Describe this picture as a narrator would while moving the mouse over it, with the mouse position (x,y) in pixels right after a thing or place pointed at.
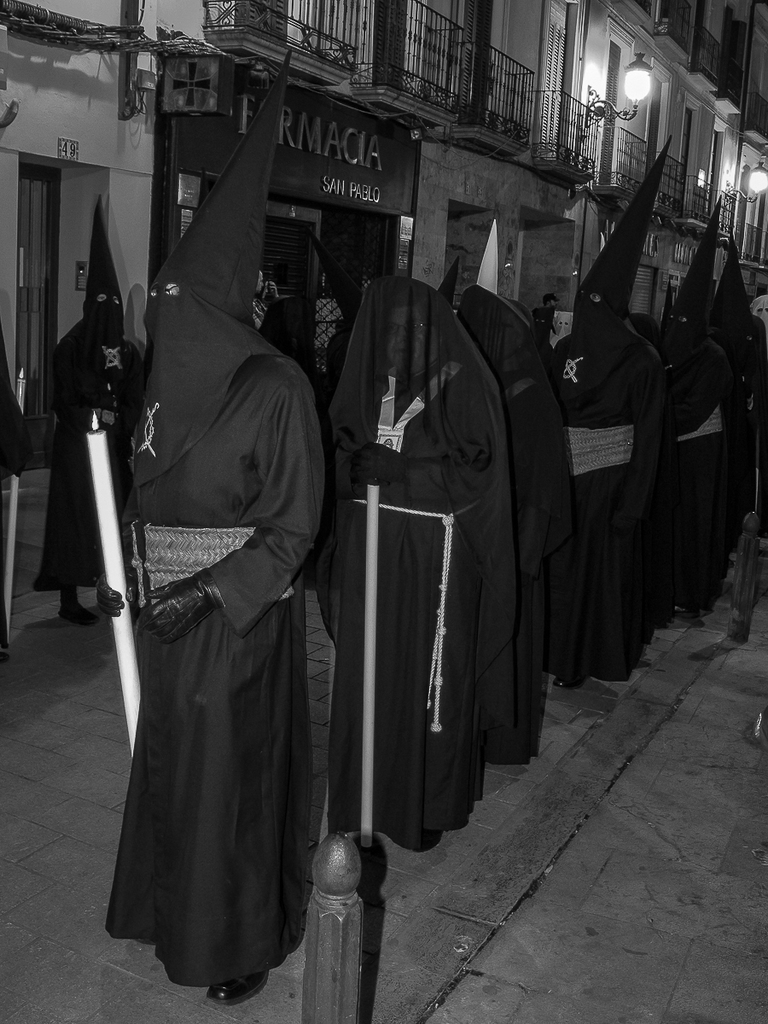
This is a black and white image, in this image, in the middle (495,521), we can see a group of people (170,570) wearing a black color dress (623,577) and holding rods (373,619) in their hands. In the background (317,118), we can see a building (416,108), metal grills (492,114), street lights (595,118), board (385,126), door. At the bottom (405,854), we can see a pole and a floor (533,893).
